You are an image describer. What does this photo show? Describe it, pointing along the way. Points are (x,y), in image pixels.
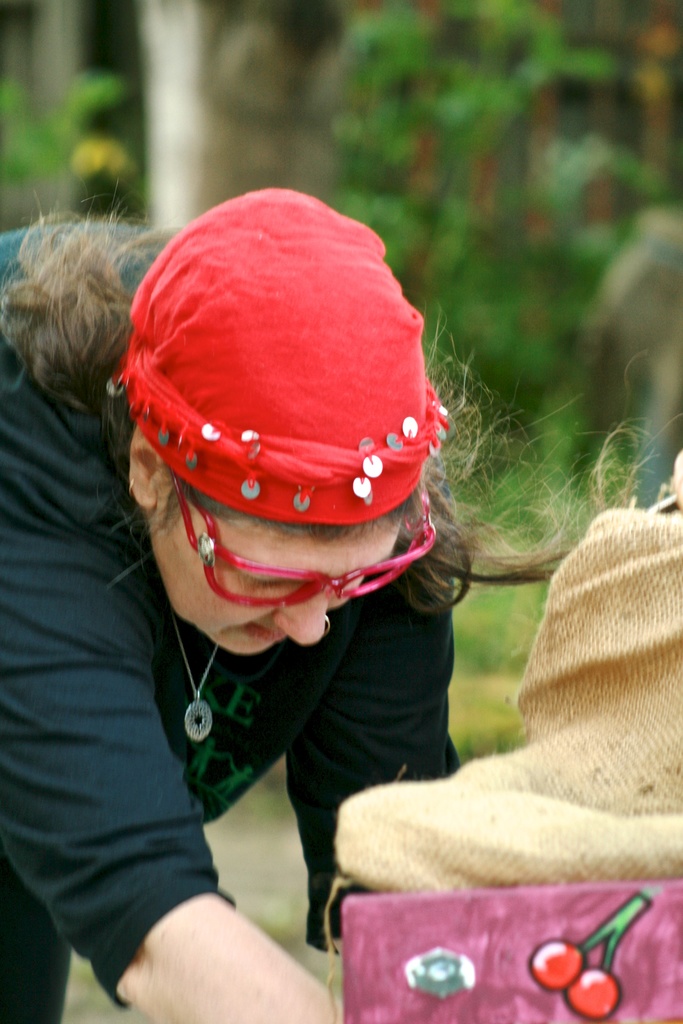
In this image in the center (250,665) there is a woman (174,721). In the front (623,802) there is an object (509,951) which is pink in colour and on the object (529,898) there is a jute bag (585,786) and the background (533,322) is blurry.
